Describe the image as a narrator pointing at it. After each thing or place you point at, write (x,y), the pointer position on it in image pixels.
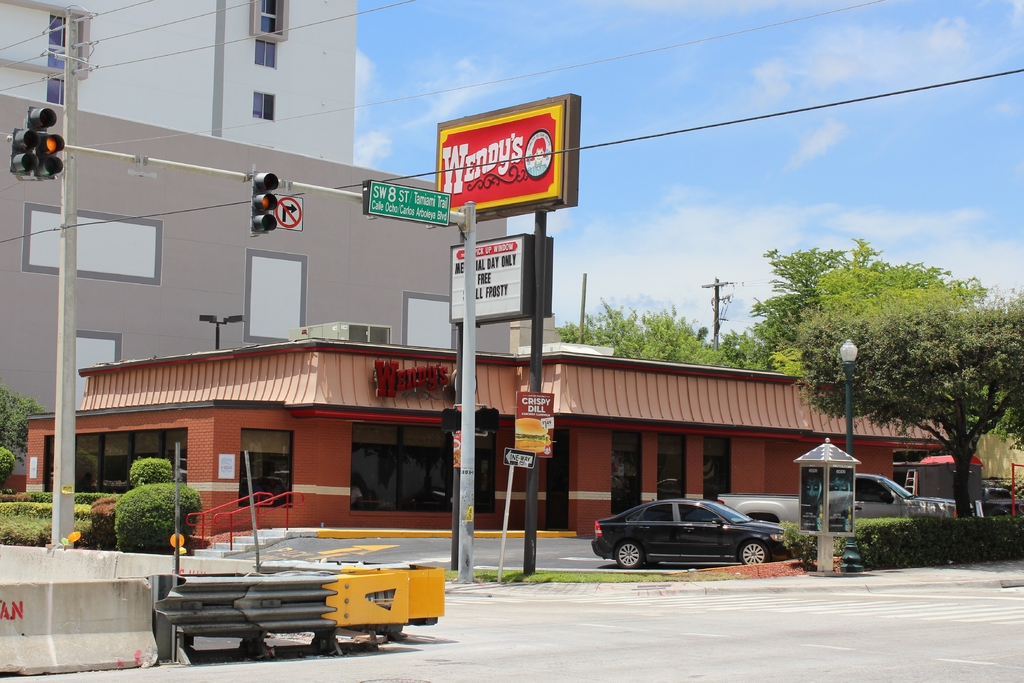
In this image there is a store (430,454), buildings (305,271), poles (583,290), signal lights (21,163), boards (483,206), plants (84,497), trees (810,371), light pole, vehicle (731,529), road (770,626), cloudy sky (731,155) and objects (205,514). Posters (833,506) are on the walls (40,462). Something is written on the boards (497,143).
